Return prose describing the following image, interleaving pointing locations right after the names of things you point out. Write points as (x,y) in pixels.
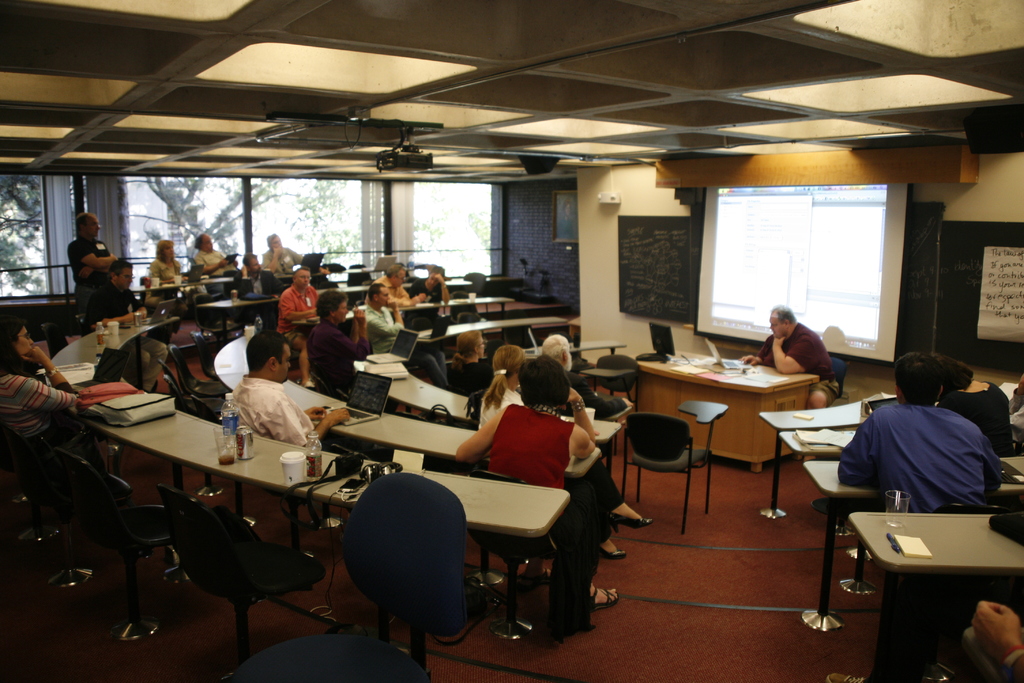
In this image I can see number of people (529,402) are sitting on chairs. In the background (708,317) I can see a projector screen (819,242). I can see few stuffs (114,421) on these tables (426,340).
